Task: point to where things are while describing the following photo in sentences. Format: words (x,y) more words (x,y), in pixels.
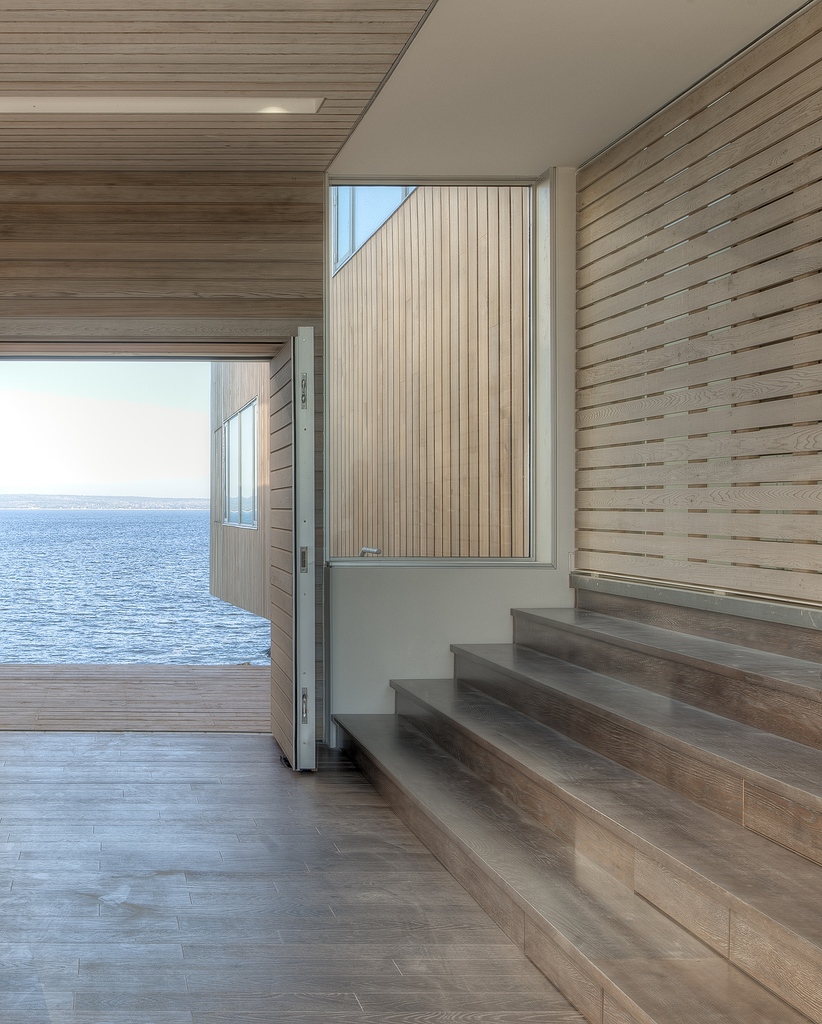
We can see floor (294,796), wall (451,382), stairs (420,702) and windows (411,214). At the top (35,105) we can see light (49,103). In the background (78,476) we can see water (107,578) and sky (82,404).
